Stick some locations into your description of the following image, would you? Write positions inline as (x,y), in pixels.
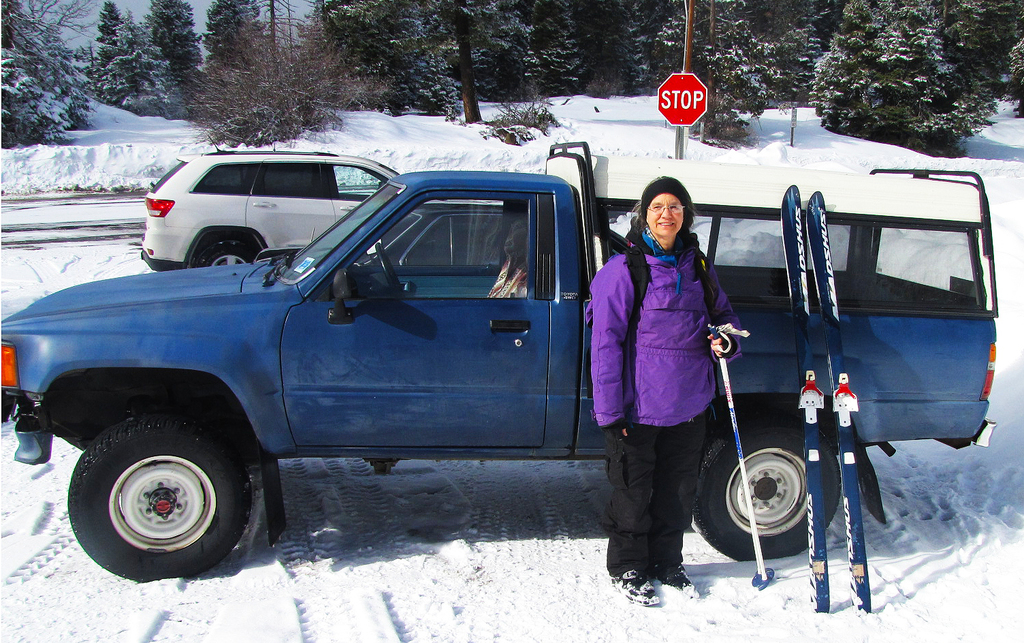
The woman (667,239) in front of the picture wearing a purple jacket (652,364) is holding a stick (720,358) in her hands (716,351). She is smiling. Beside her, we see blue color sticks (825,307). Behind her, we see a blue color vehicle (293,304) is parked. Behind that, we see a white color car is moving. Beside that, we see a red color board (692,100) with text (688,104) written as "STOP". At the bottom of the picture (479,555), we see ice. There are trees (466,56) in the background (509,55).
